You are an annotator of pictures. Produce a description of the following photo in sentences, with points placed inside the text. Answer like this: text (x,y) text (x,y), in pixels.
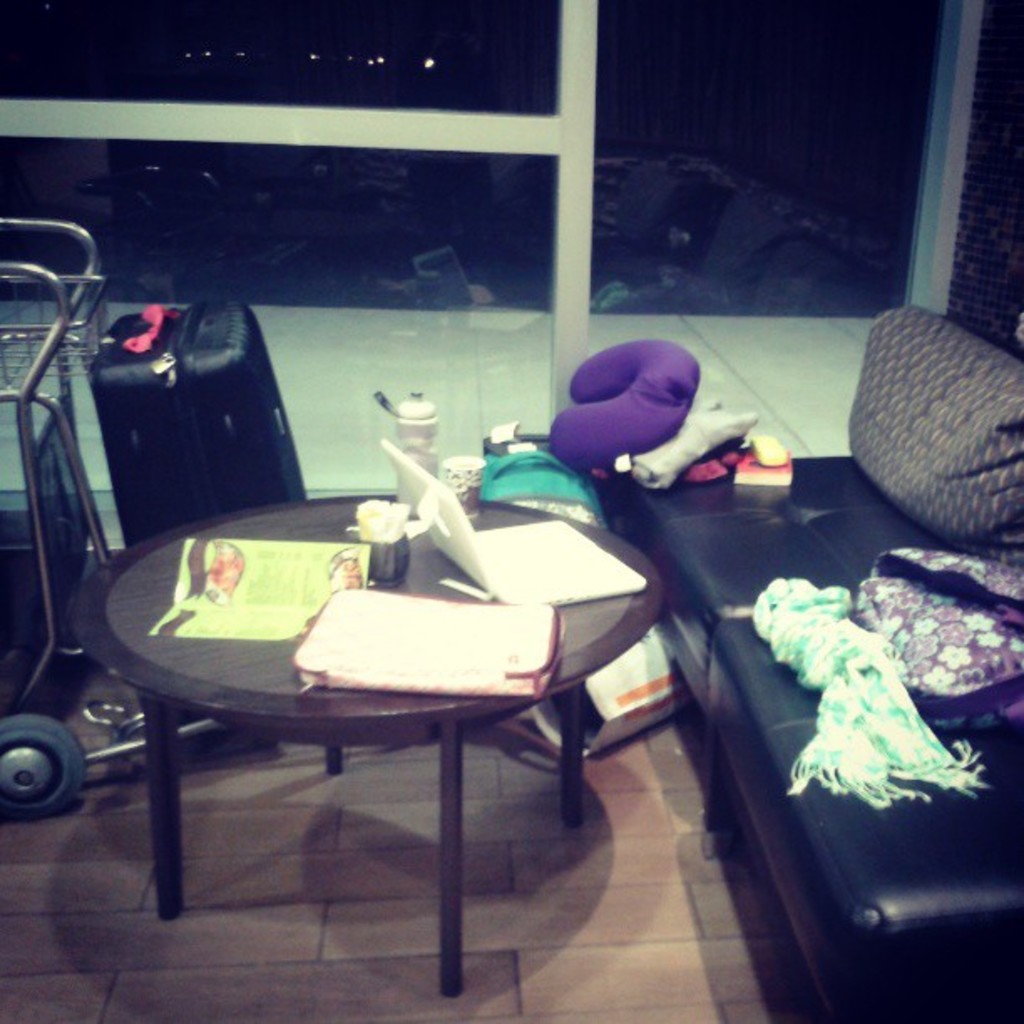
In this picture there is a laptop (459,544), bowl (408,552), few things (352,604) on the table (293,524). There is a luggage bag (179,433), trolley (88,510), sofa (706,528), cloth (848,699) and few other objects (609,670). There is a light (313,58) the background (429,65).
